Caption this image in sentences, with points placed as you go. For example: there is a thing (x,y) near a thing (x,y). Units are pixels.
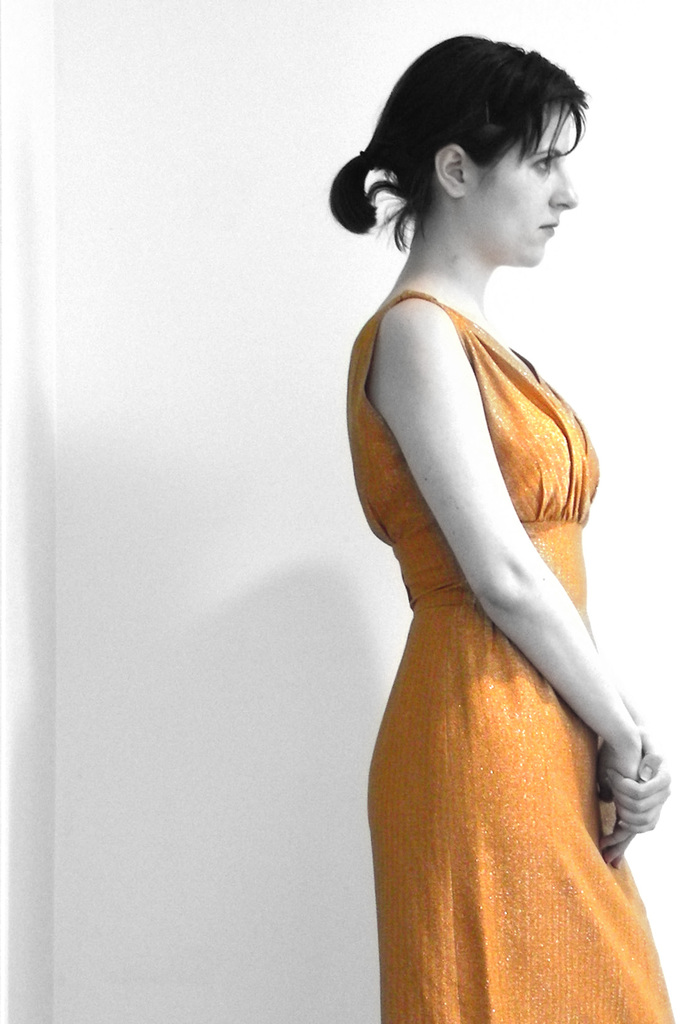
In this image I can see a woman (418,568) is standing and I can see she is wearing an orange colour dress (461,665).
